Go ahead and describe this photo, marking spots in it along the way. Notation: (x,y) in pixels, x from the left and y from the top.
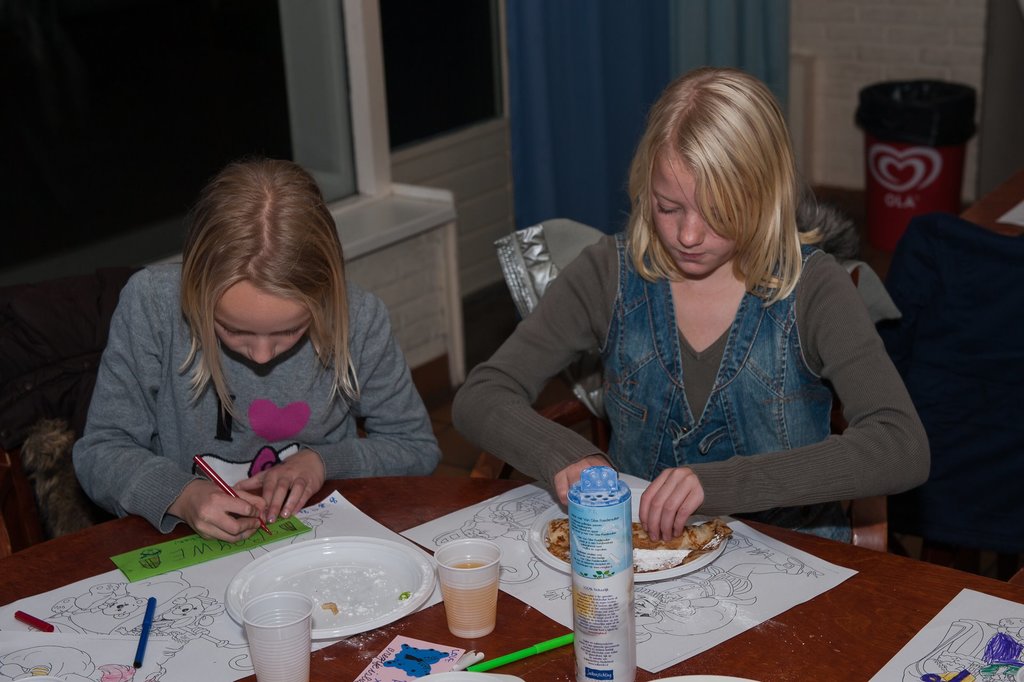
In the image there are two kids (689,428) sat on chairs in front of table (248,664), one on the left side (229,499) is writing and on the right (689,512) is folding, it seems to be in living room (7,82).
